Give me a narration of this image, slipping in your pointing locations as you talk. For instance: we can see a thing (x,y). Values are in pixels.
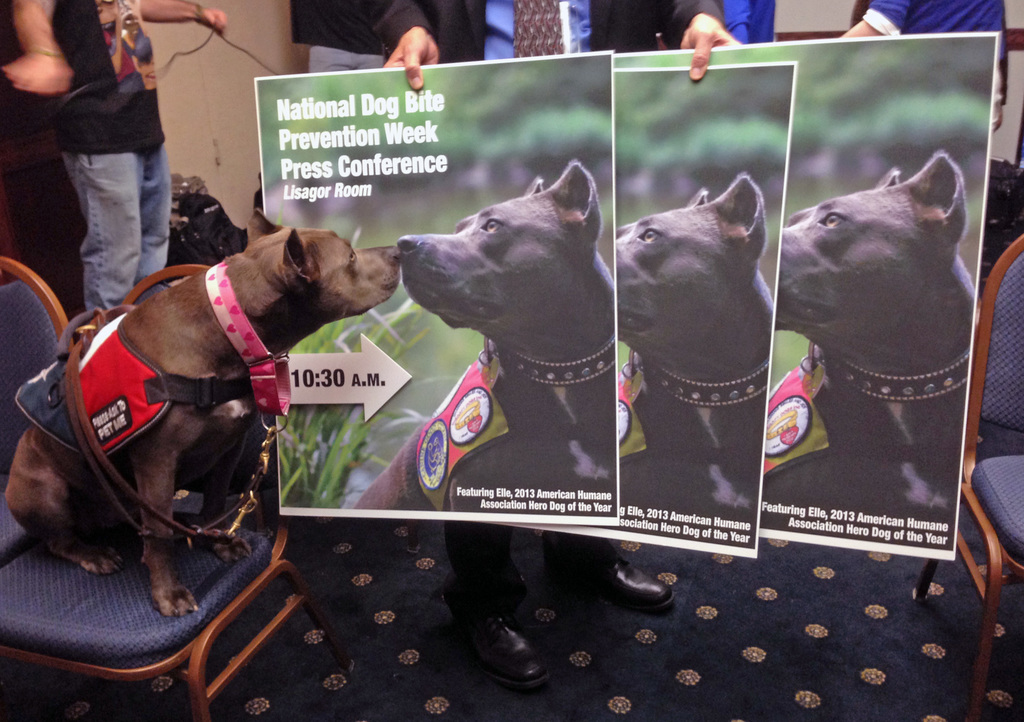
Here there are posters (697,350), this is dog (209,448) on the chair (212,681), where people (147,74) are standing.
